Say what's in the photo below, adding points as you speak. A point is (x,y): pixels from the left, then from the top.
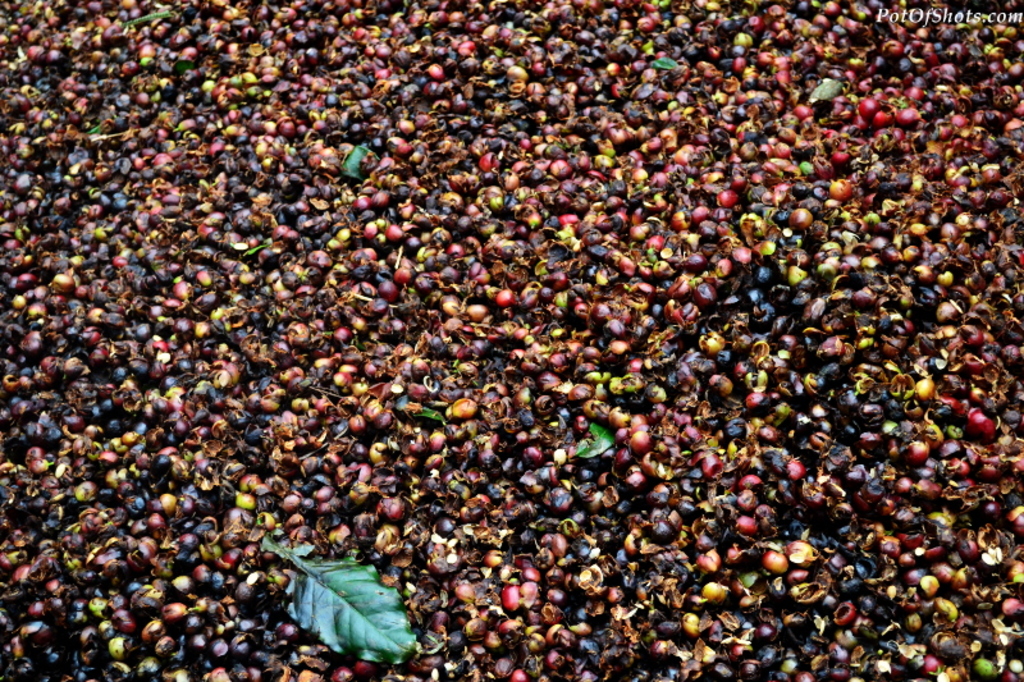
In this picture we can see a few green leaves (351,643). It looks like a few seeds (603,131) are visible through the image. There is a text (905,19) visible in the top right (953,15).
